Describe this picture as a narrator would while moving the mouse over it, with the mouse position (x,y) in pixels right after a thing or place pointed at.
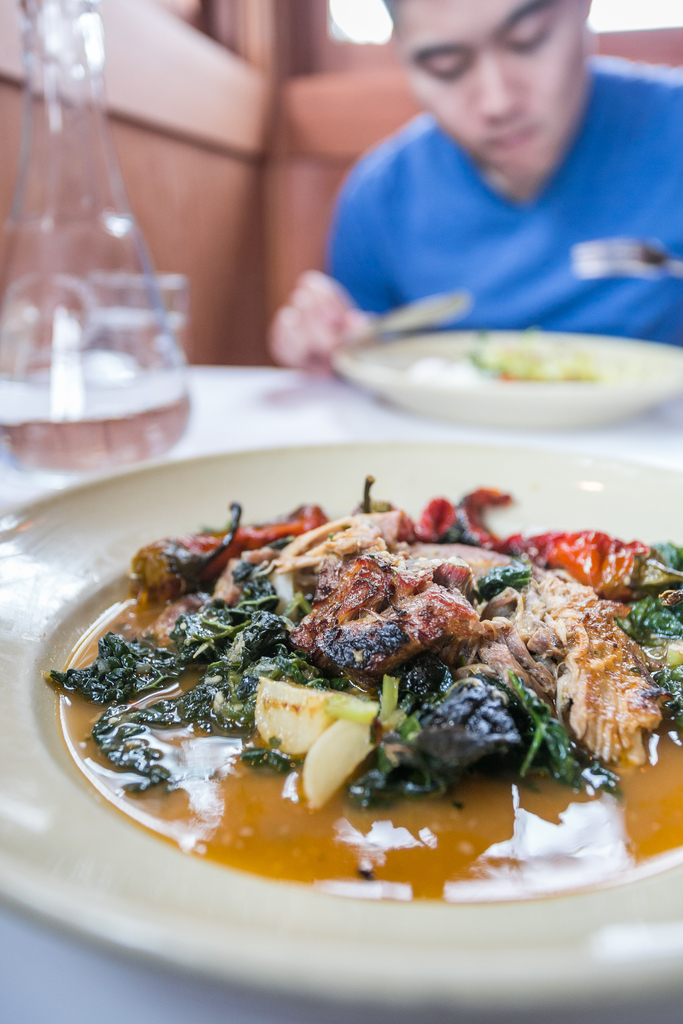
In front of the image there is a food item (280,685) on a plate (158,517), beside the plate (148,520) there is a jar (114,445), glass (162,364) and another plate (450,386) with food items (440,373), in front of that plate (378,354) there is a person (488,231) holding knife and fork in his hand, behind him there is a wooden wall (270,131).
